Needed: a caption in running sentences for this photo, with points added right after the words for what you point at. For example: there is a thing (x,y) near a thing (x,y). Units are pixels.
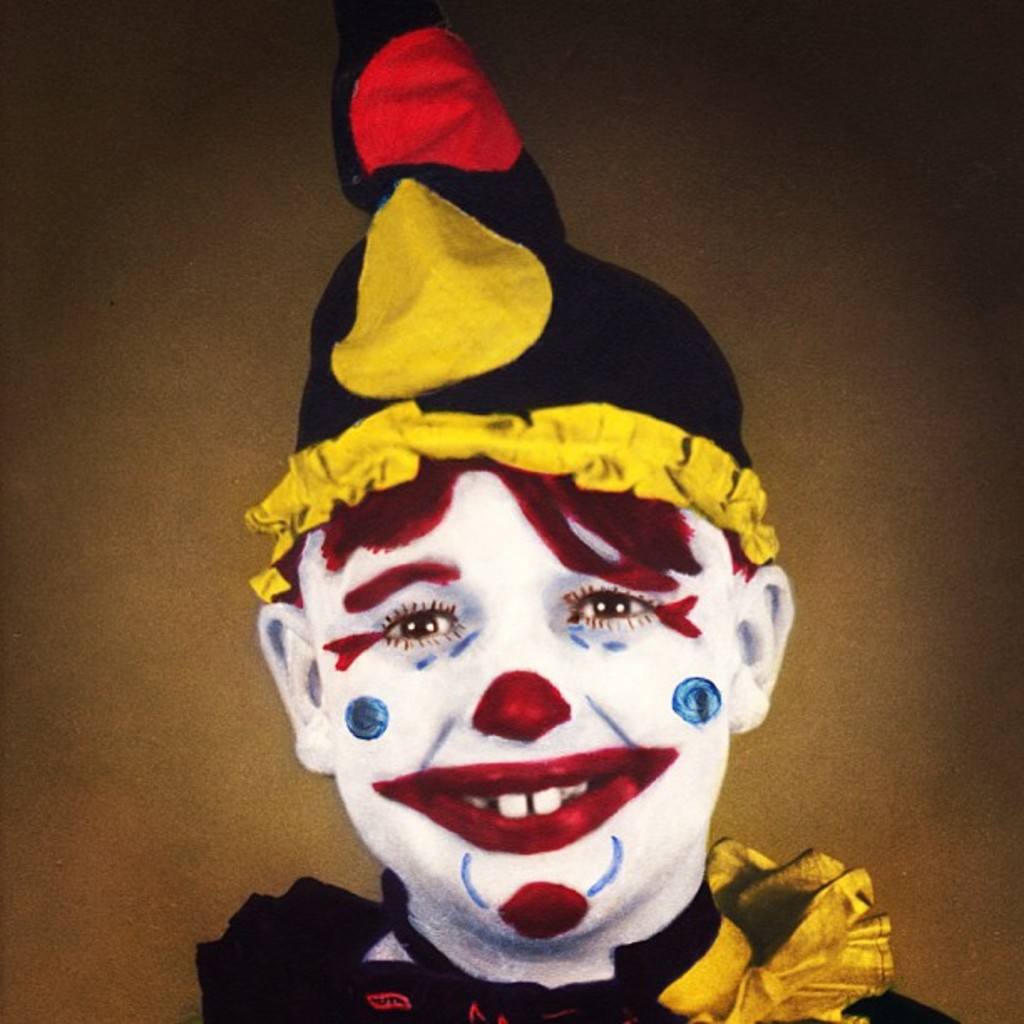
In the image there is a person (610,768) with painting (458,746) on the face (444,692) and there is a cap (430,394) on the head (560,752). And the person (450,864) is smiling.
